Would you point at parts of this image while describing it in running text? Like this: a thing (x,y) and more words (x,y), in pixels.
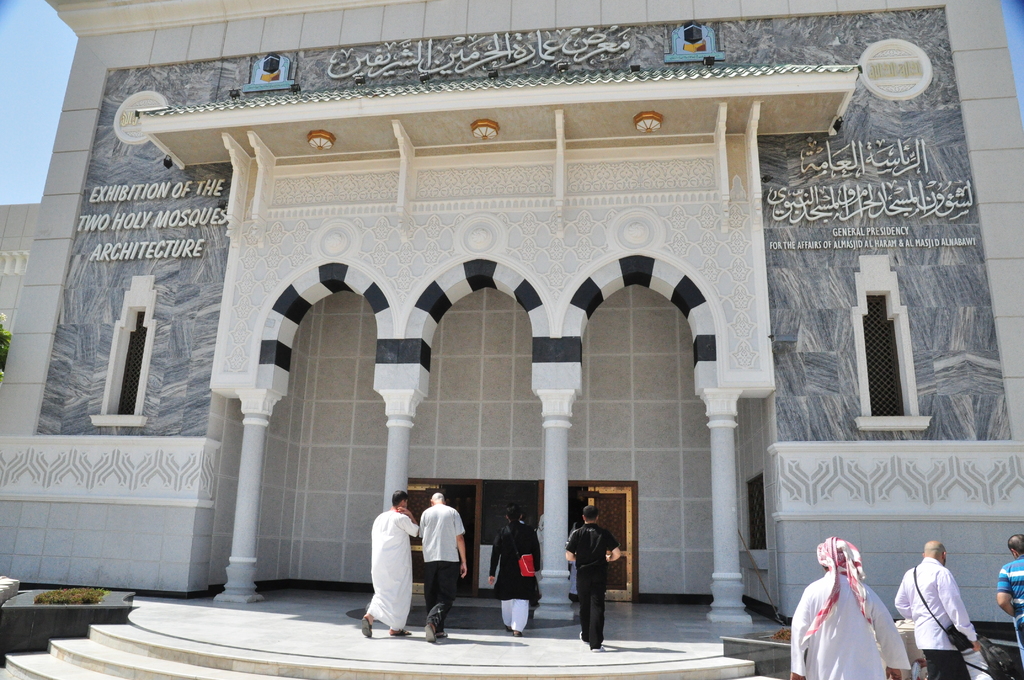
In this picture we can see a building (831,513) with windows (866,324), pillars (255,431), grass (52,598) and a group of people (961,675) where some are walking and in the background (46,8) we can see the sky (7,89).
